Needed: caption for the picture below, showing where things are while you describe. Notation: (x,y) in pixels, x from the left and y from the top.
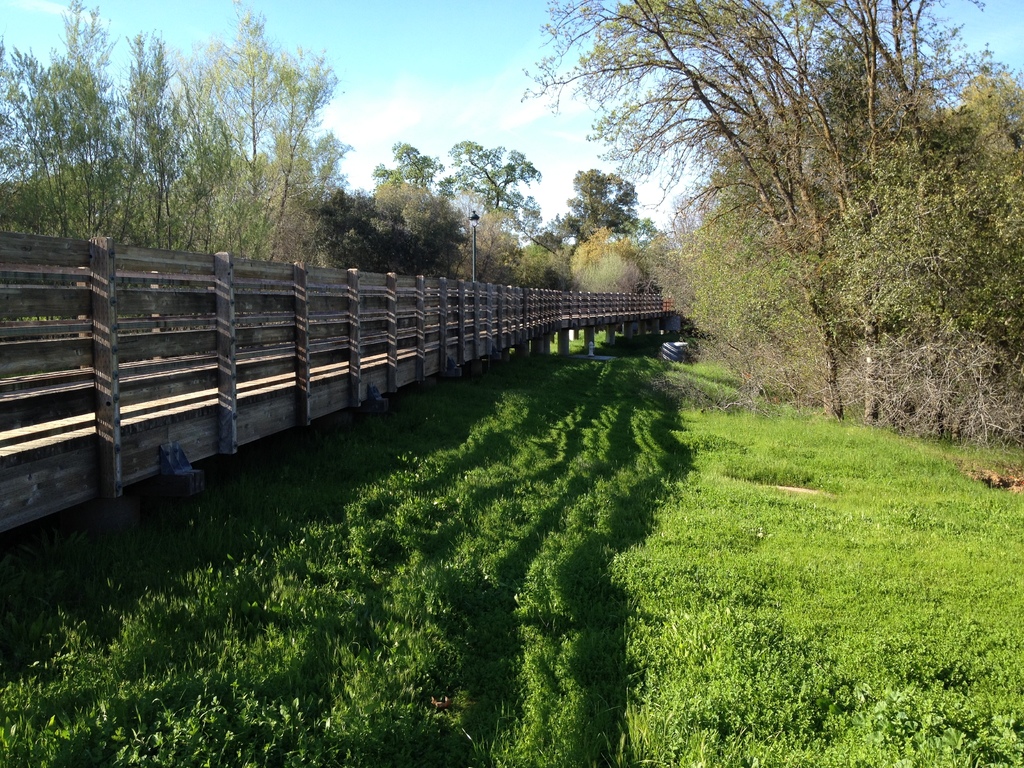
In this image, we can see a bridge (325,330) and a pole (473,254). In the background (850,202), there are trees (776,212) and at the bottom (491,654), there is ground (522,606) covered with grass (535,588).
